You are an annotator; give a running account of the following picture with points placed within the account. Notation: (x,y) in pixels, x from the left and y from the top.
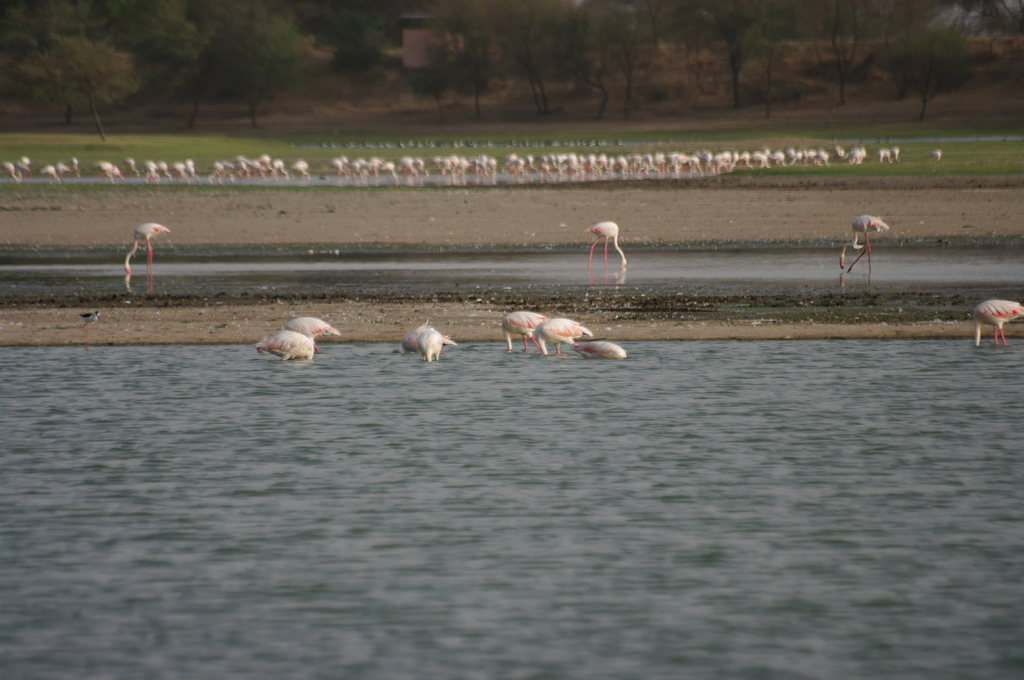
In this image at the bottom (452,511) there is river (516,448), and in the center (426,362) there are some flamingos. In the background (90,148) also there are some flamingos (109,172), water (123,182), grass (942,135), trees (947,69) and building (431,50).
